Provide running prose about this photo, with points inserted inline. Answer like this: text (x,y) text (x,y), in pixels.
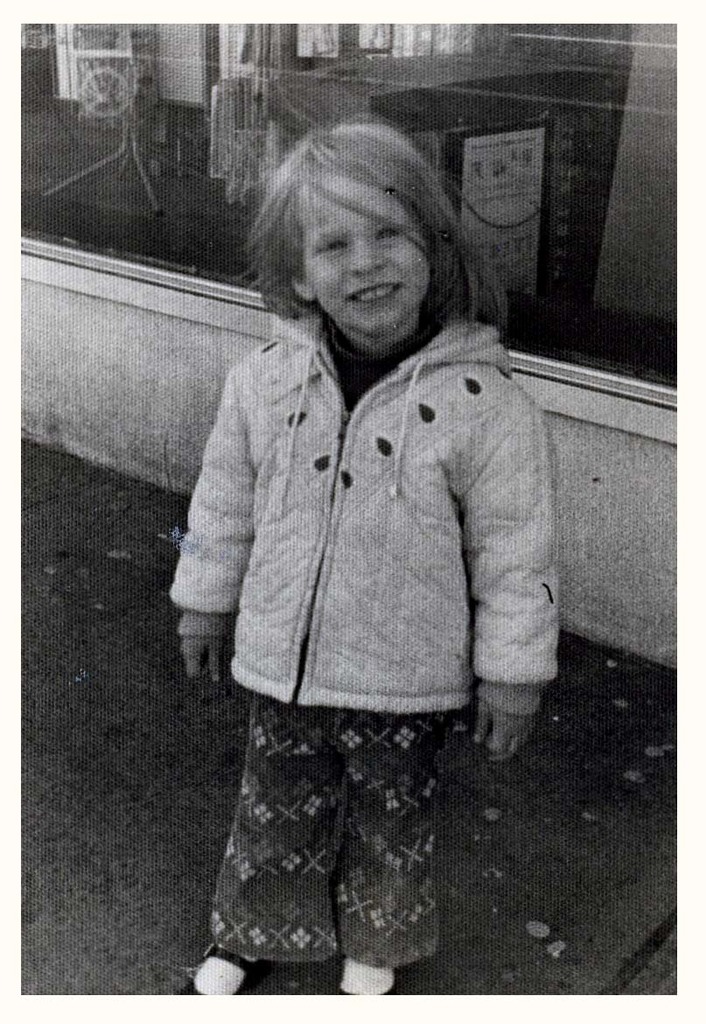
This is a black and white image. In this image we can see a child (343,757) standing on the floor (460,788).
